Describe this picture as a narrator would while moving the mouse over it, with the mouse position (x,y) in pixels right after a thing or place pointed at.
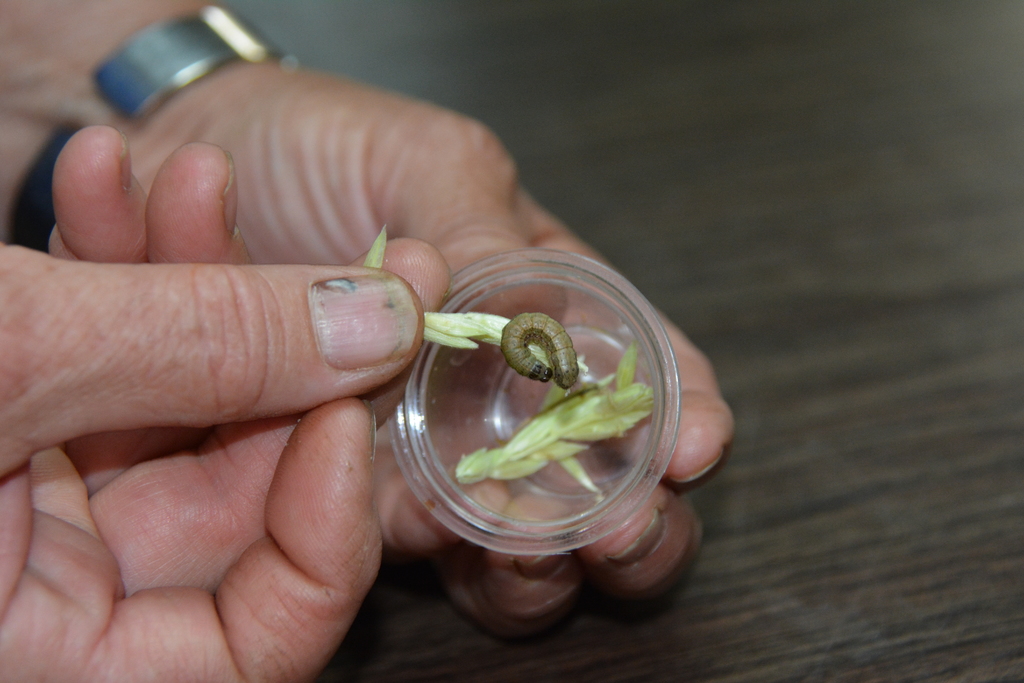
In this picture we can see a person's hands (284,379), this person (311,265) is holding a cup (619,441), we can see petals (607,435) of a flower (545,439) and a caterpillar (565,371), there is a blurry background (746,77).
